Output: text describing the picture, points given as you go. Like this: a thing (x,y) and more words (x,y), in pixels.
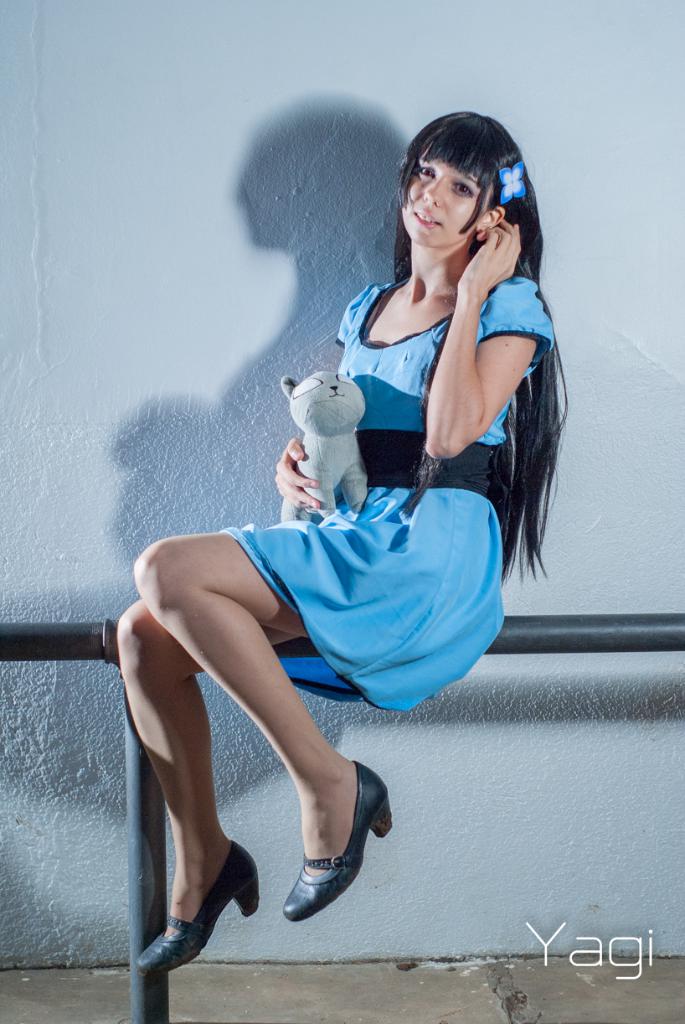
In this image I can see a woman (172,699) is sitting on a rod fence (140,886) and a text (540,930). In the background (424,934) I can see a wall (474,874). This image is taken during a day.
